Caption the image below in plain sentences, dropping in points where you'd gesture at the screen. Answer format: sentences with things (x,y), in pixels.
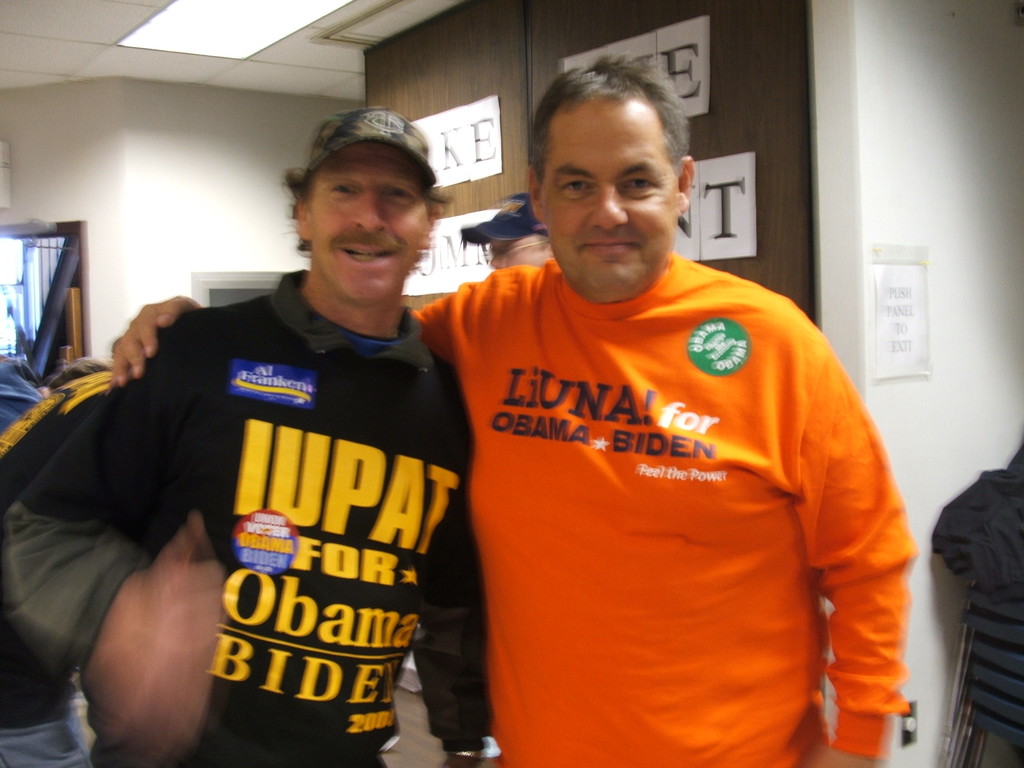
In this image, there are two men (335,542) standing. On the right side of the image (909,368), I can see a poster (917,295) attached to a wall (898,234) and the chairs (994,659). In the background (510,237), I can see another person (511,251) standing and a cupboard (748,53) with the doors (757,69). At the top of the image (286,22), this is the ceiling light (273,29), which is attached to the ceiling (352,23).
